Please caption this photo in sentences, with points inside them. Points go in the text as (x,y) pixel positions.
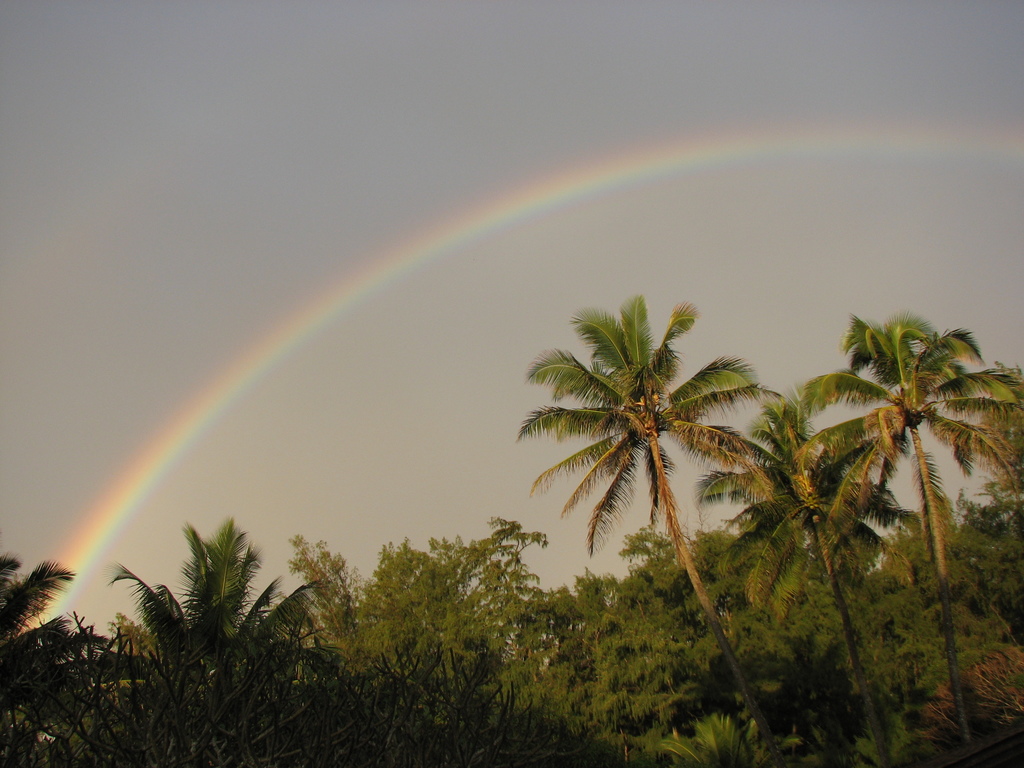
In this picture there are trees (1023,495). At the top (171,206) there is sky (306,154) and there is a rainbow (301,334).
